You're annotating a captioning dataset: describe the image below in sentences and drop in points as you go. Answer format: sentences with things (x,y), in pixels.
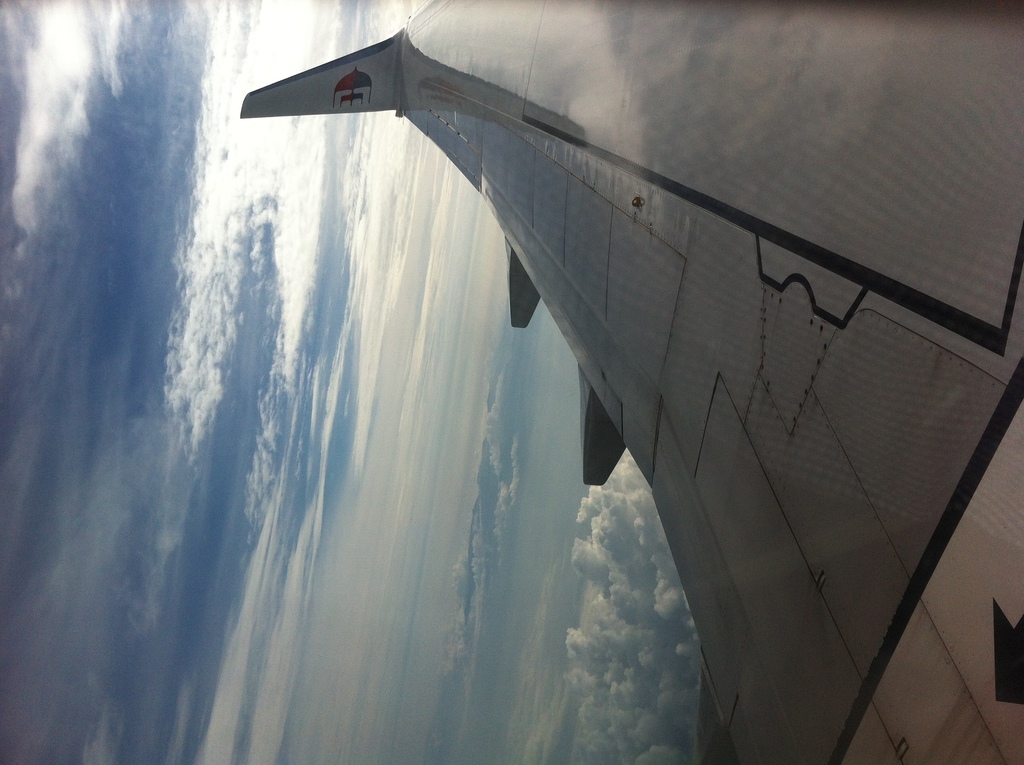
In this image we can see an aircraft (625,443), here is the winglet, at above the sky (280,549) is cloudy.
